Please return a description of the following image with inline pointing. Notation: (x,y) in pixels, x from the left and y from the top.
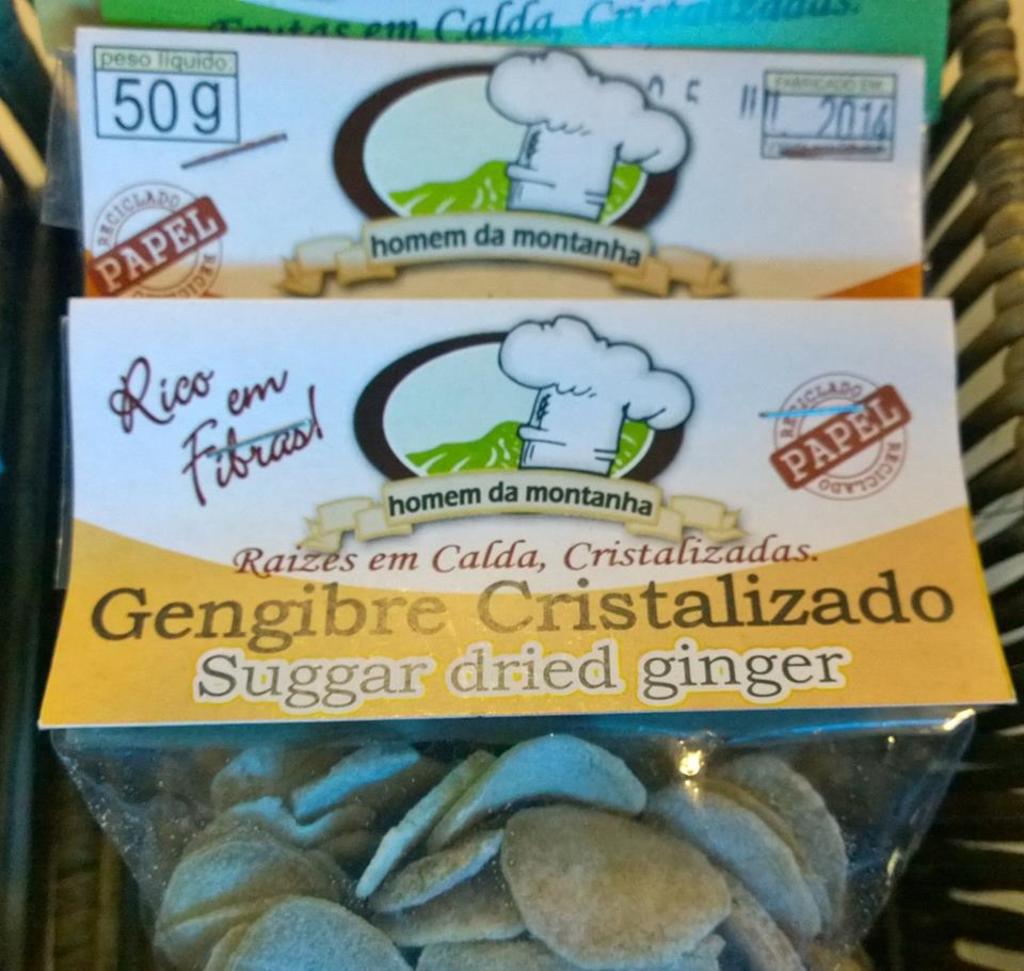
In this image there are few items (556,661) placed, on which there are label (452,600) with some images (480,427) and text (429,607) on it.
